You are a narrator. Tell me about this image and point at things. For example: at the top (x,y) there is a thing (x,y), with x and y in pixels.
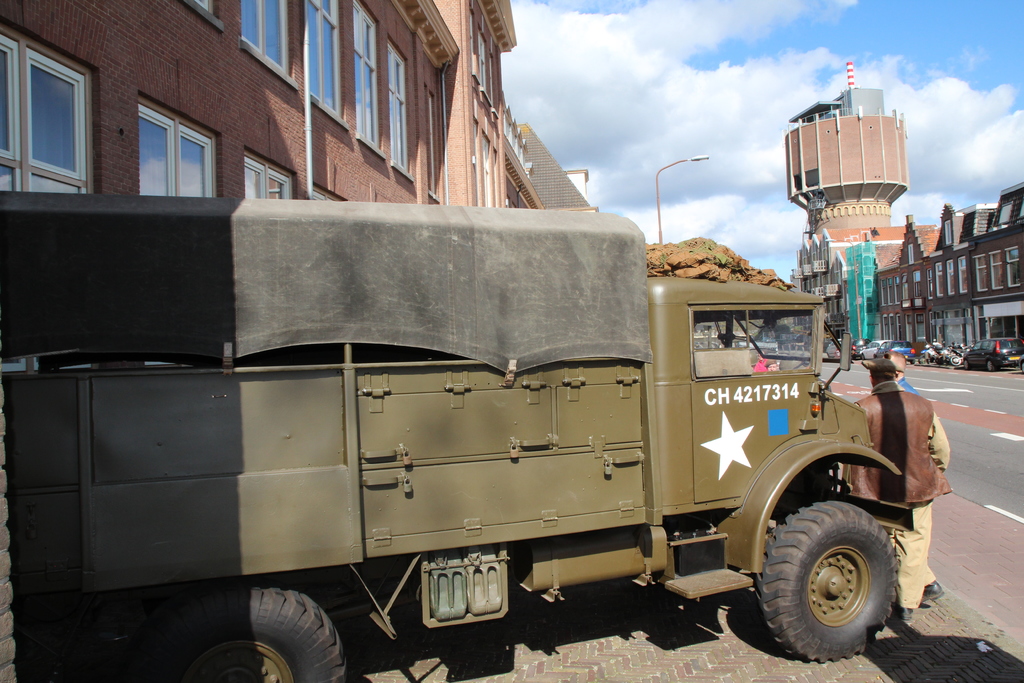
In this picture there is a man (939,477) who is standing near to the truck (779,412). On the right (1020,353) I can see the cars (887,344) and bikes (959,347) which are parked near to the building (994,336), beside them I can see the street lights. At the top (845,69) I can see the sky (715,8) and clouds (609,41).
